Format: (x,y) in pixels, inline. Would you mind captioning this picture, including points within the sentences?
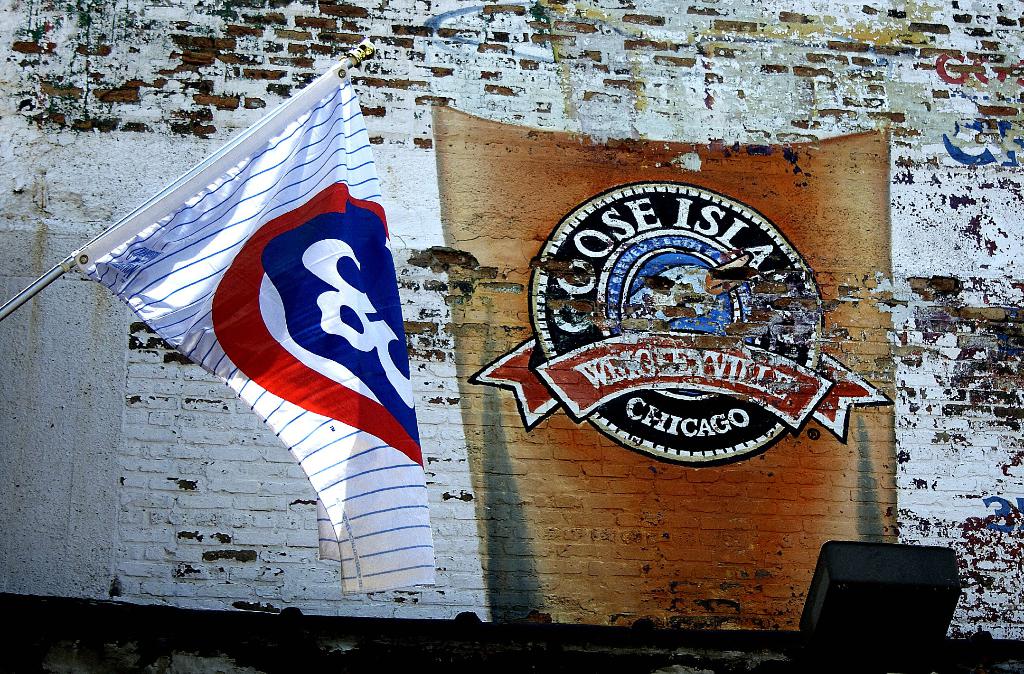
In this image I see a flag (196,240) which is of white, blue and red in color and in the background (296,498) I see the wall (177,41) on which there is something written over here and I see a black color thing (858,622) over here.
